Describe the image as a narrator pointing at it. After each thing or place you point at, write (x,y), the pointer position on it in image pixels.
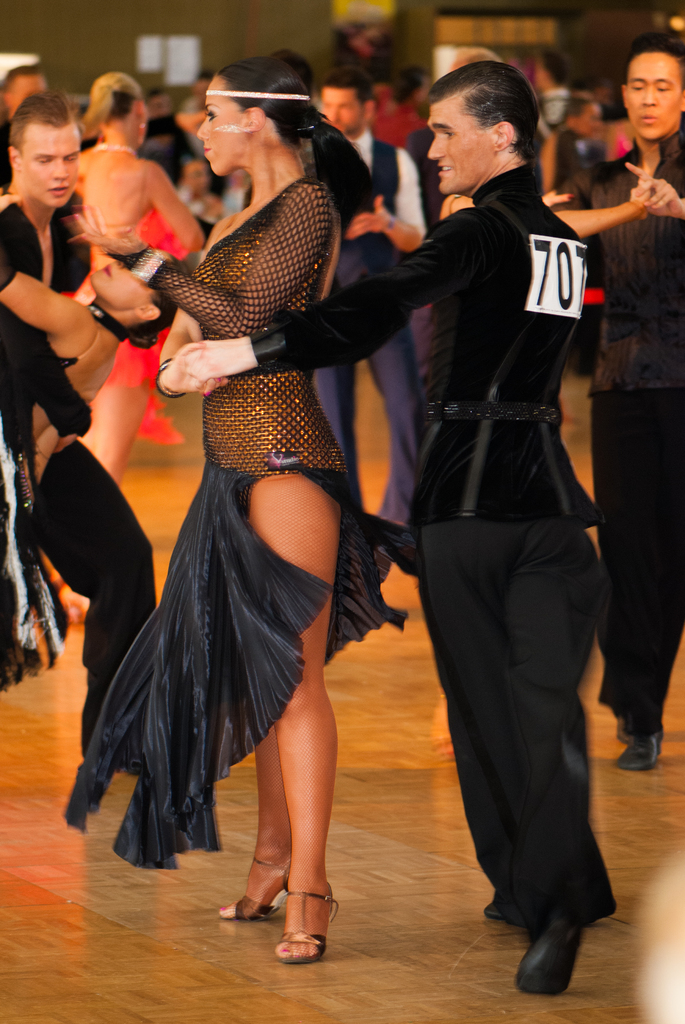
In the image I can see people (411,319) are standing.
